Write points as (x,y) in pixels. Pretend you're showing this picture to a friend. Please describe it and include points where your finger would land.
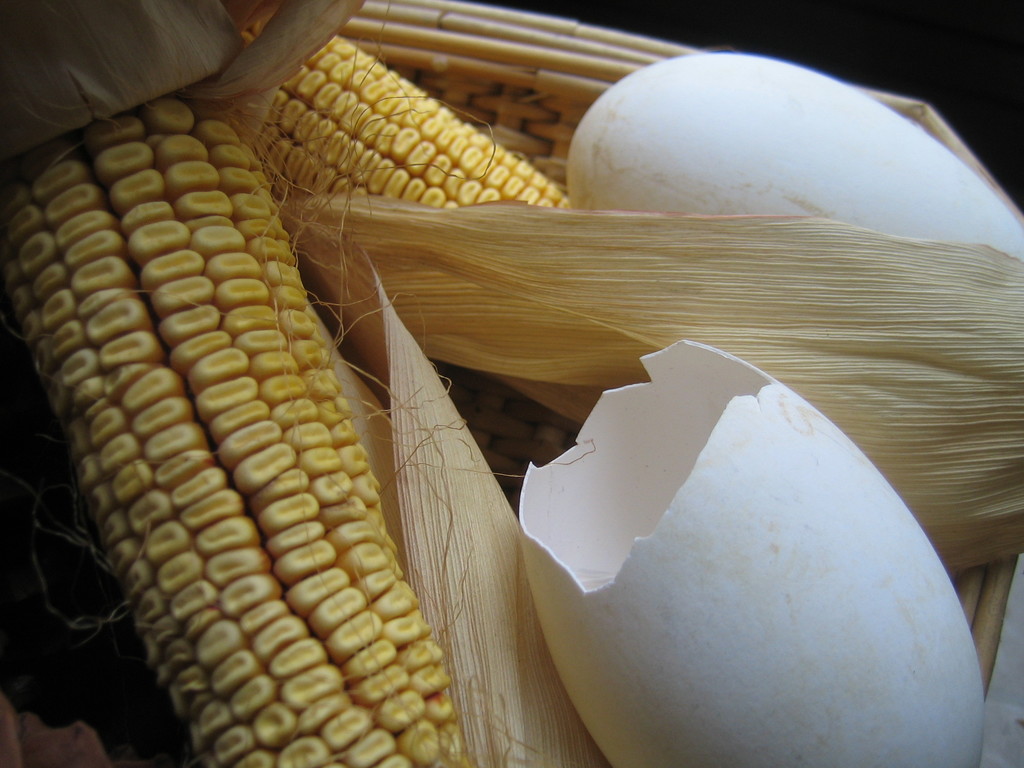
In this image we can see the maize (312,416) and the shells (604,532) of the eggs (609,563) in a basket (478,409).
